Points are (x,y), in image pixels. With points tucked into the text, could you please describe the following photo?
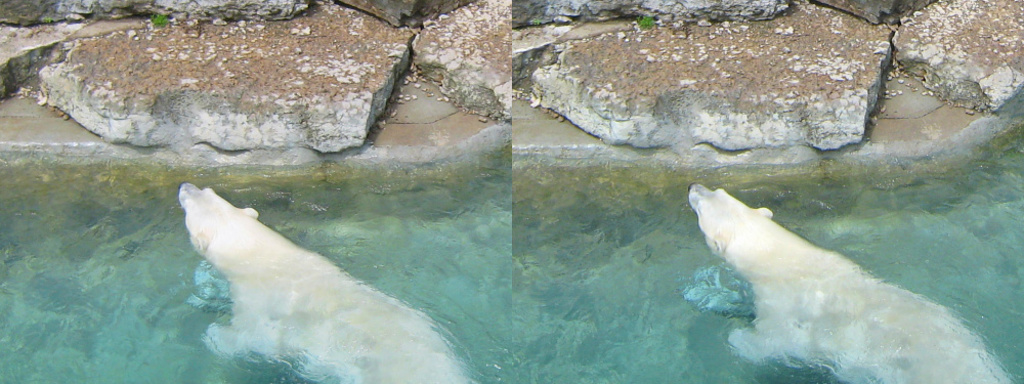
In this collage image there is a bear (234,256) in the water (185,284) and stones (286,96) at the top side (366,104).
